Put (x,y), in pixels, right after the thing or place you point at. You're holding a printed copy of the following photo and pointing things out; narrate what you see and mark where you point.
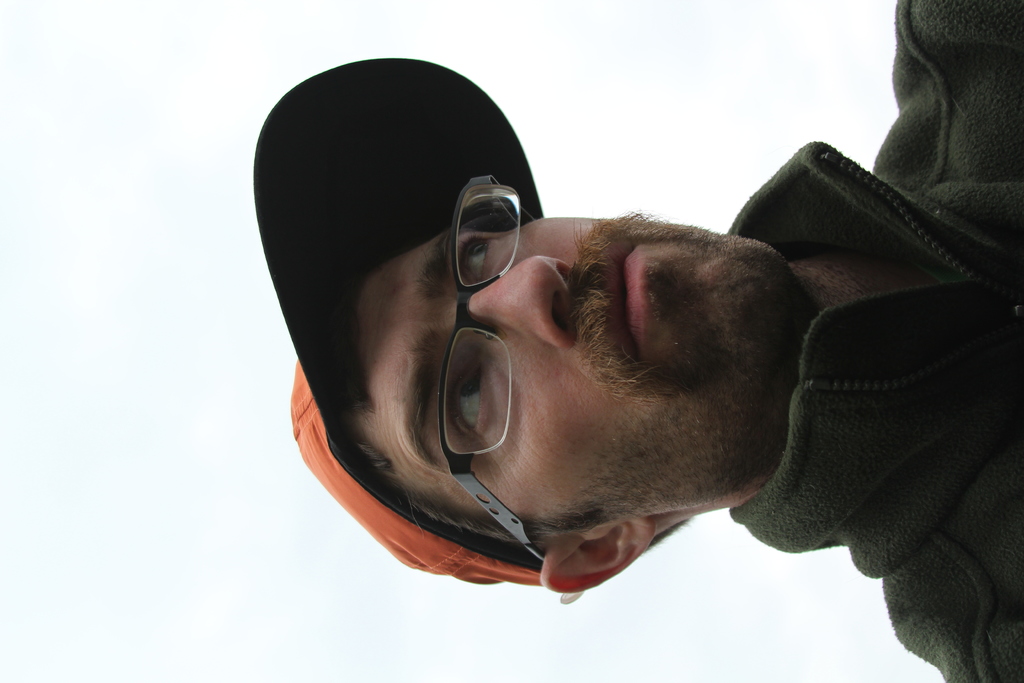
In the center of the image (525,245) there is a person (521,237) wearing a orange color cap (460,552) and a jacket (900,382).
